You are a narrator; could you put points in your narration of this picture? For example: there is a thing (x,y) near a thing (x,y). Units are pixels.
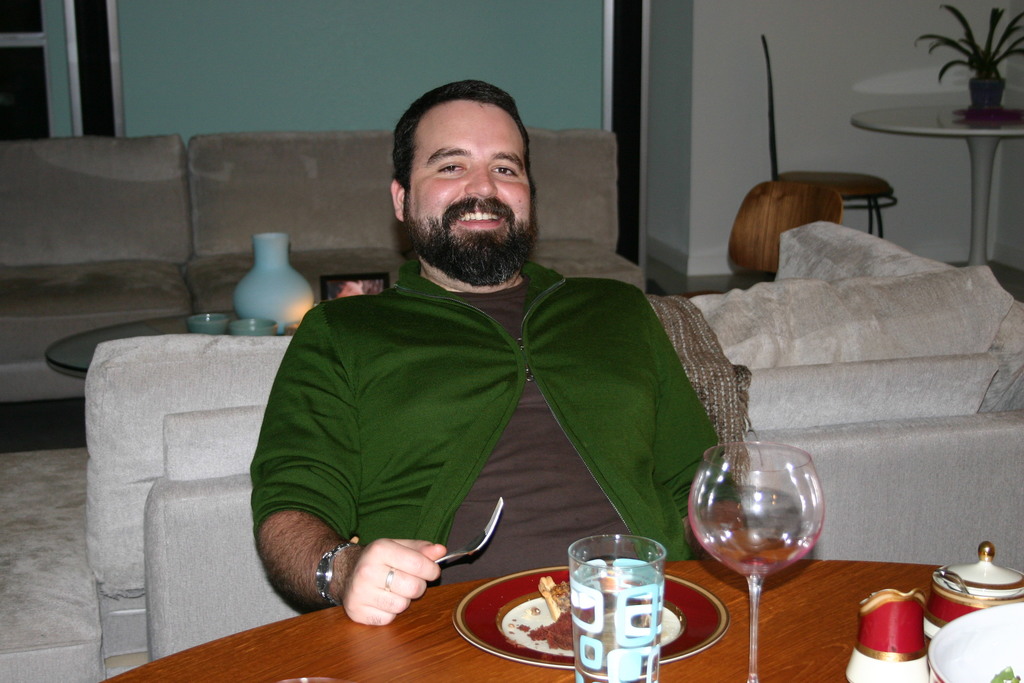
A person (524,475) is sitting on sofa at the table (715,679) and holding fork (441,559) in his hand (436,578). On the table (840,584) there are food items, glasses (609,628) and cups (884,665). Behind him there are sofas (77,253), table (163,329), wall (291,90) and a house plant (991,28).
